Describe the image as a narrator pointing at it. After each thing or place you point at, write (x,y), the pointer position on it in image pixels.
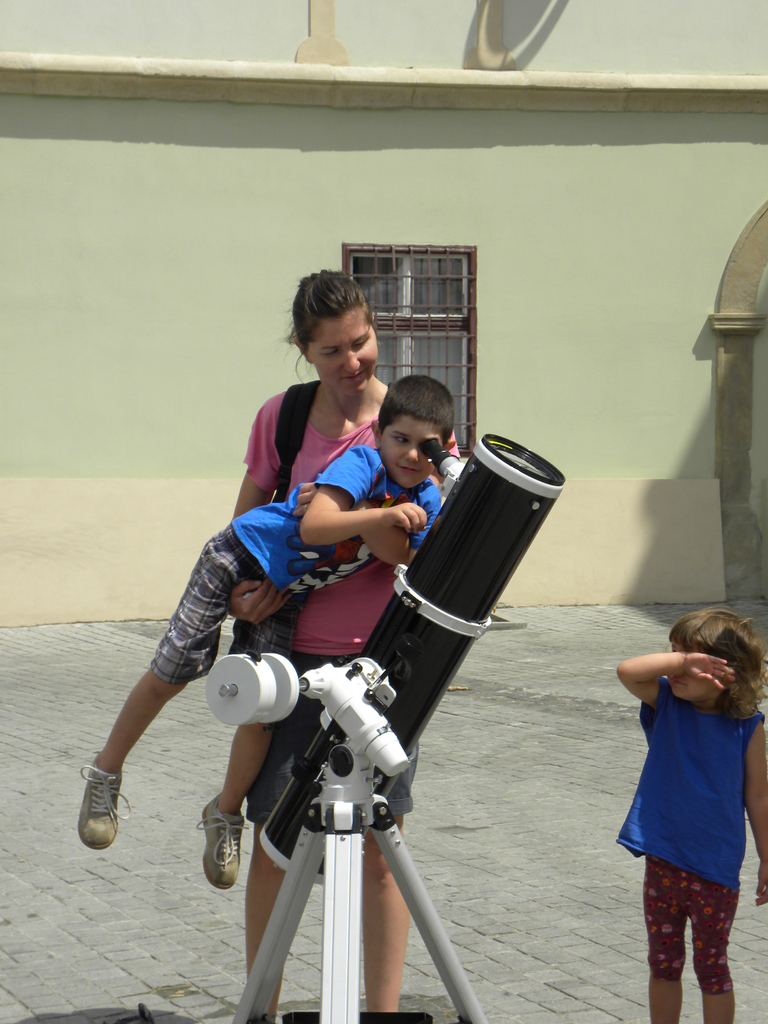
In the image there are three people (336,456), the woman (307,417) is holding the boy (349,475) and the boy (400,455) is looking into the eyepiece (430,461) of some object (498,491) and beside that object (331,843) there is a girl (650,917) standing and in the background (643,372) there is a wall (337,216) and to the wall (491,368) there is a window (374,284).
